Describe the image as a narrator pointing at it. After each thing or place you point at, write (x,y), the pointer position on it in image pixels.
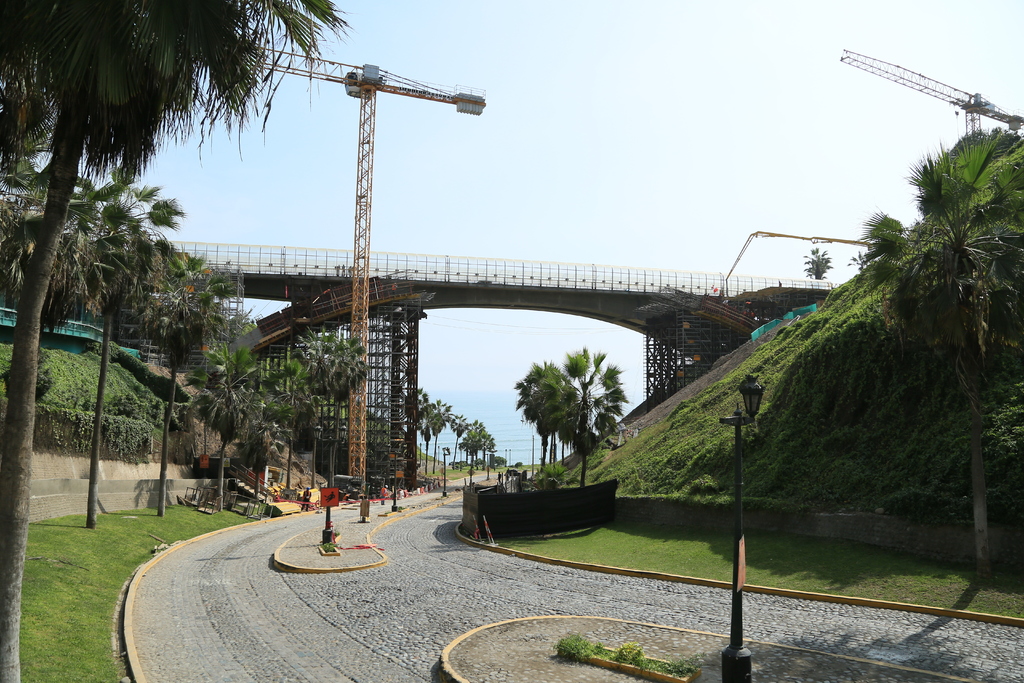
In this image I can see few poles (489,527), a light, shadows (841,642), grass (43,594), number of trees (536,406), the sky (544,222), a board (338,496) and few yellow colour cranes (919,73).
